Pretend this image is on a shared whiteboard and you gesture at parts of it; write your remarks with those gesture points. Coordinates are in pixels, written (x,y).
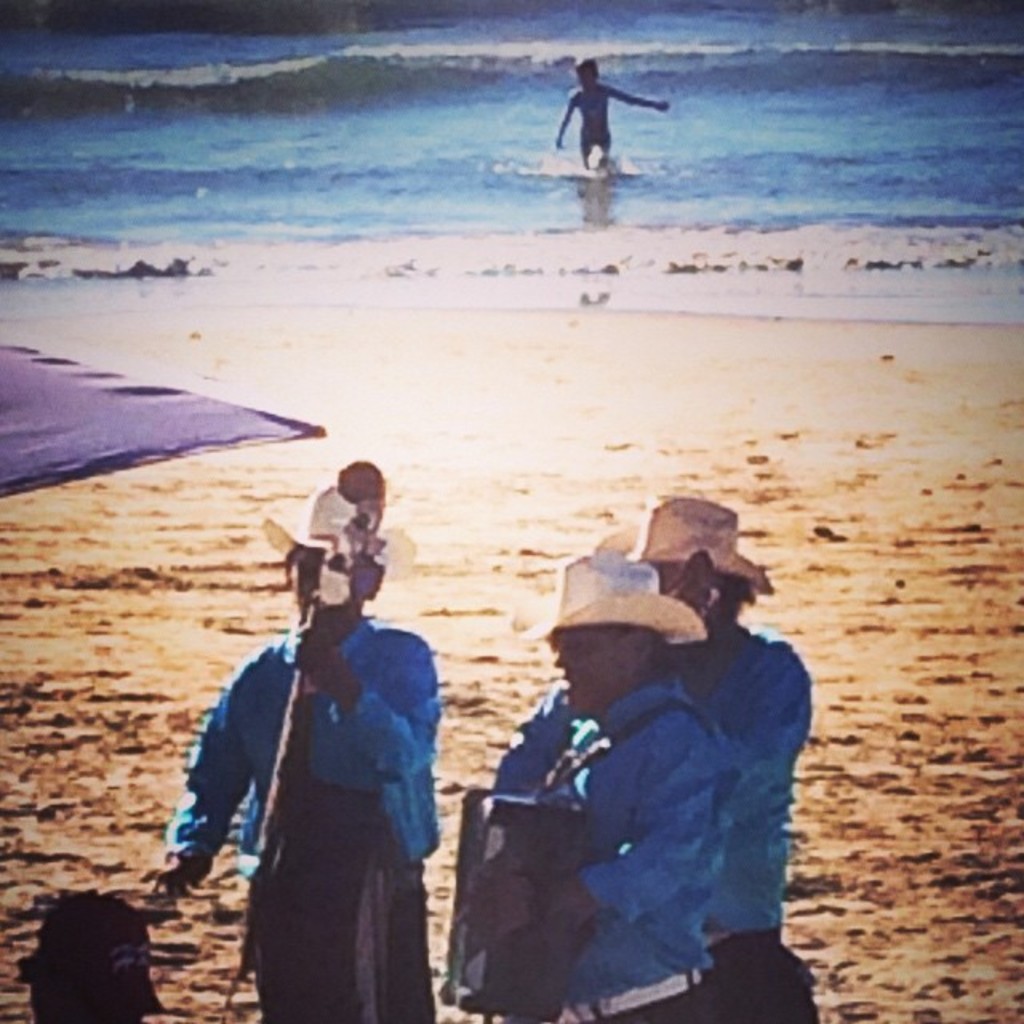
Here we can see people (403,837). These people (336,747) are holding objects (545,848). Far there is a water (590,176) and person (597,131).
